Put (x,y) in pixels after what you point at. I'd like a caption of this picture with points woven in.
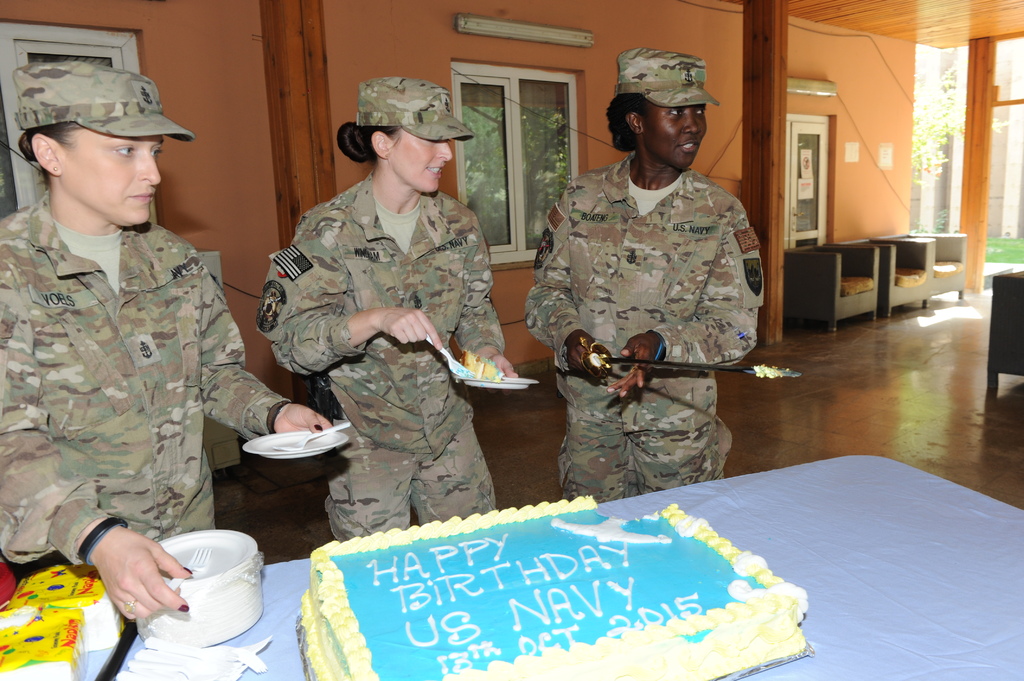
In this image we can see three people (597,313) wearing a uniform (352,518) and holding some objects (478,384) and there is a table (722,481) in front of them and on the table (826,534), we can see the cake (667,570), plates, spoons (199,662) and some other objects (23,639). In the background (228,266), we can see the building (567,105) with windows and there are some chairs (992,325).
